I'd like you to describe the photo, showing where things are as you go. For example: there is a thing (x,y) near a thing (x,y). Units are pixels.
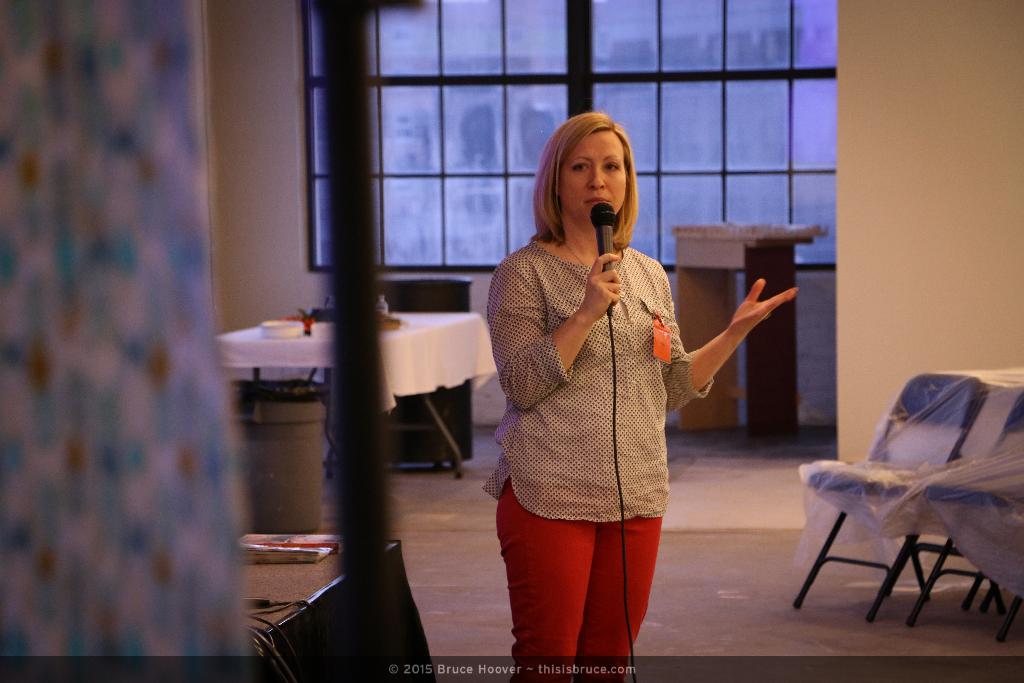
There is a lady (568,300) holding a mic (603,301) and wearing a badge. On the right side (921,450) there are chairs (921,450). In the back (440,327) there is table (440,319). On the table (410,324) there are some items (383,320). Near to the table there is a box (401,292) and a bin (282,430). Also there is a podium (746,244) and glass wall (566,59). On the left side (335,175) there is a pole (363,439) and a stand (281,597). On the stand (312,571) there is a book (279,544). At the bottom (556,674) there is a watermark (503,667).
